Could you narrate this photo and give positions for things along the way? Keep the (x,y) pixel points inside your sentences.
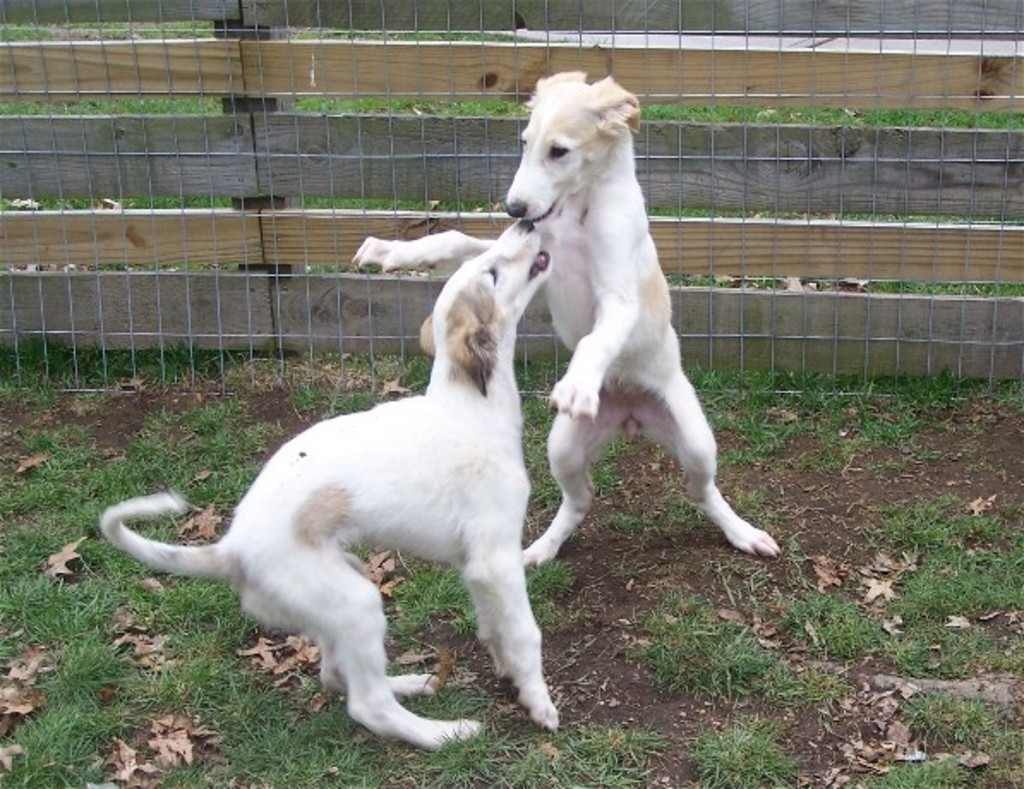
In this image two dogs (439,404) are playing on the ground (594,723). Here there is wooden fence (202,136), on it there is net (841,294). On the ground (137,671) there are grasses (137,684) and dried leaves (189,760).
